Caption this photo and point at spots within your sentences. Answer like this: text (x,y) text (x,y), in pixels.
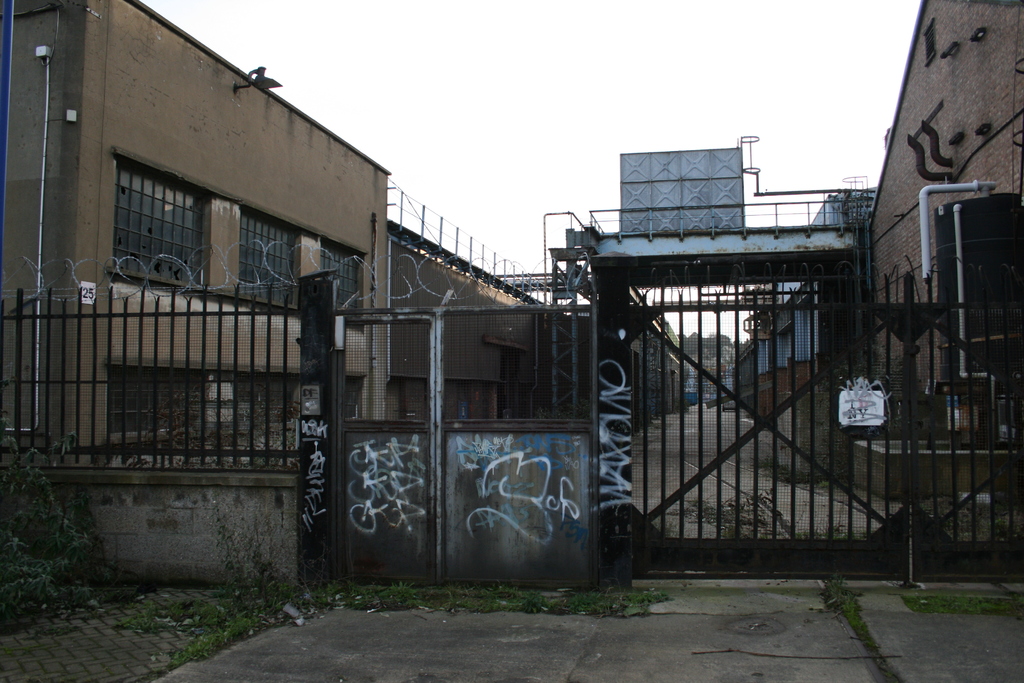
In this image we can see wall (204,511), fence (18,383), gate (593,413), plants (20,511), buildings (970,135), and few objects (1021,274). In the background (281,20) there is sky (877,119).
